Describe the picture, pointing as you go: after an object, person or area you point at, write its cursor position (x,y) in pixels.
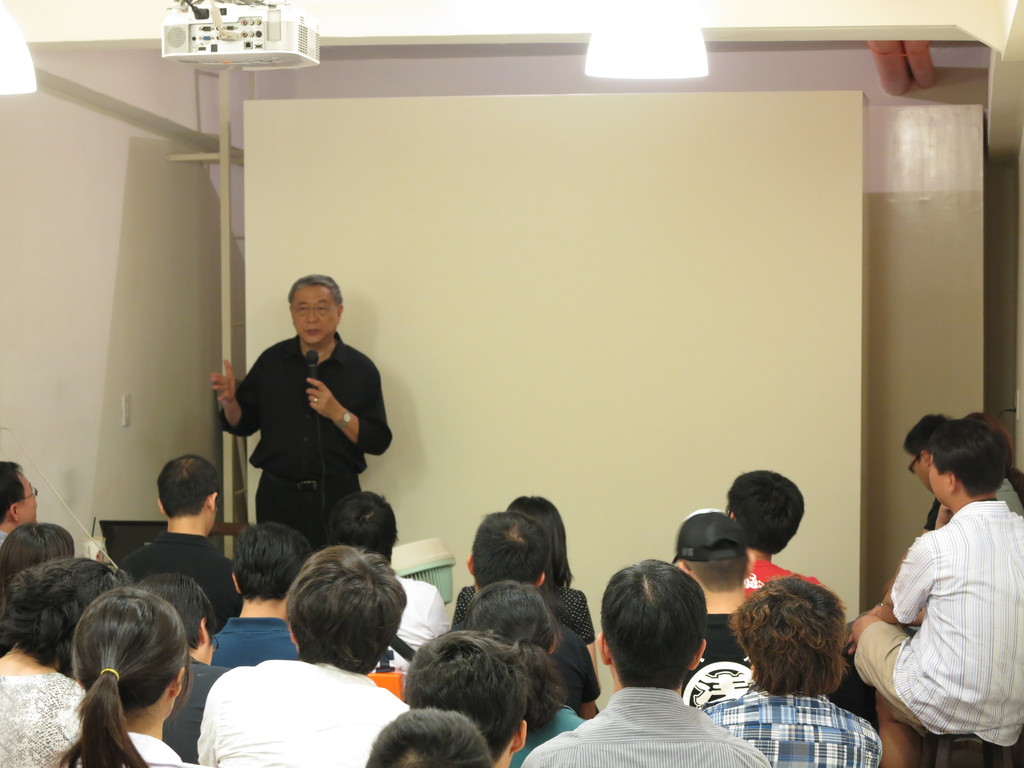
In this image we can see some people (719,569) sitting in a room (890,270) and there is a person (280,400) standing and holding a mic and talking. in the background (421,423), we can see a board (325,188) and there is a projector (250,50) attached to the ceiling (995,10).
